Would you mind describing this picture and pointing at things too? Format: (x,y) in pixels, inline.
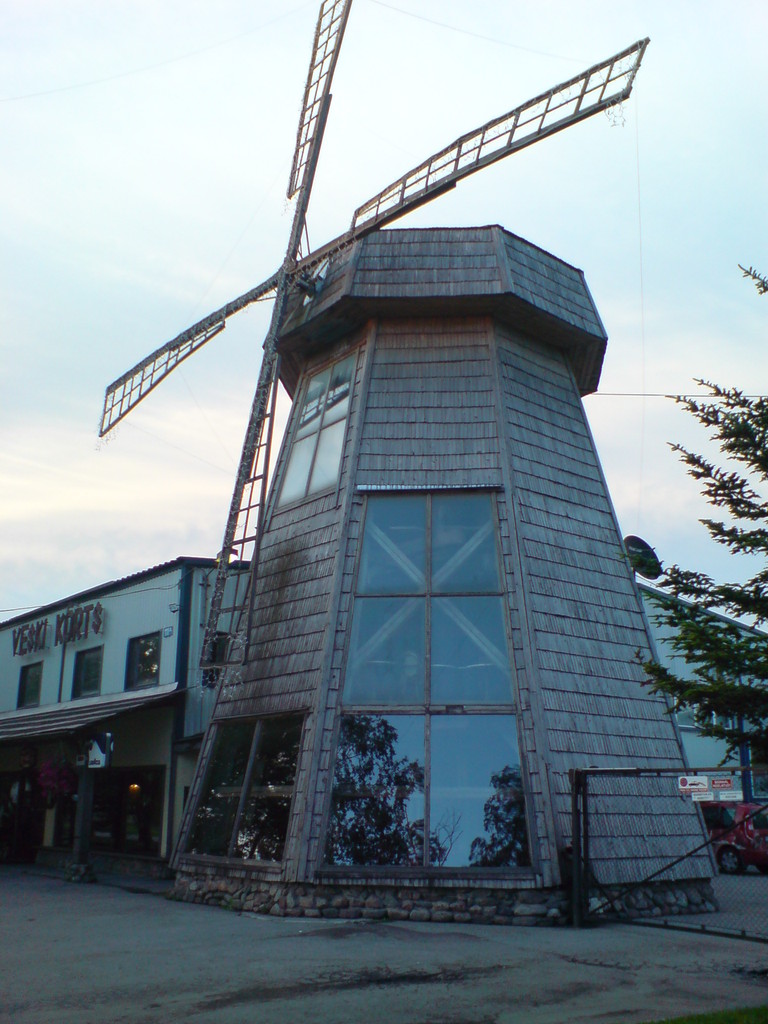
In this image I can see a windmill (284,301), a tree (723,651), a building (142,682) and in background (114,545) I can see clouds (76,499) and the sky (61,283). Here I can see something is written.
